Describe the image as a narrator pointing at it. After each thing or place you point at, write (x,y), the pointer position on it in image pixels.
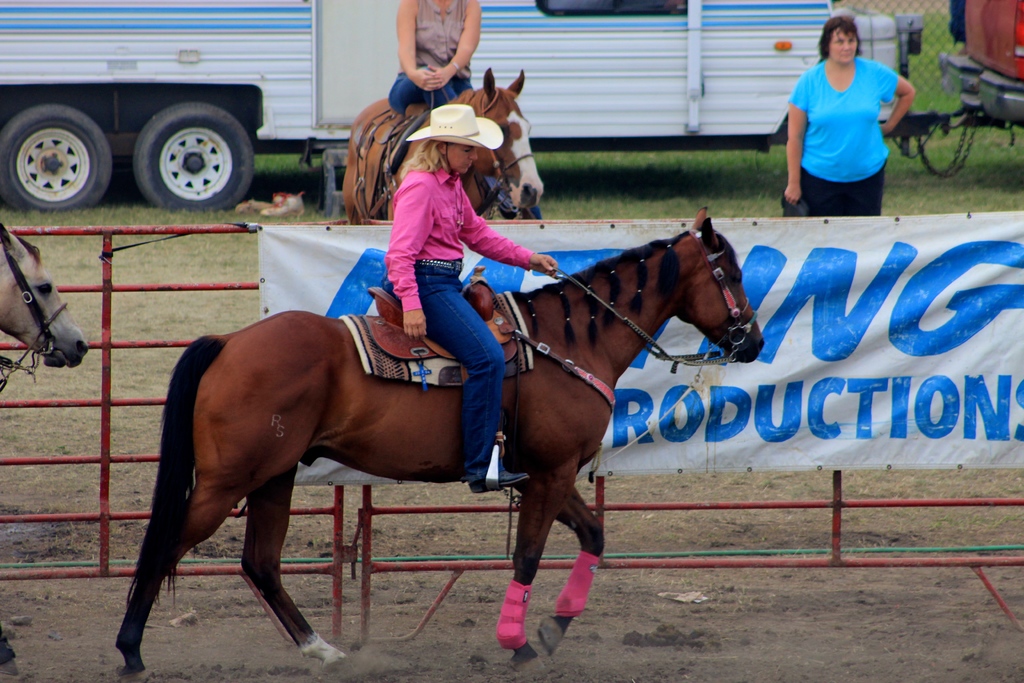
These two persons (460,143) are sitting on the horse (528,293) and this person (440,139) wear hat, this person (844,98) standing. We can see banner (881,257) attached with rod (223,225). On the background (552,30) we can see vehicles (721,130) on the grass (732,155), fence (928,41).
